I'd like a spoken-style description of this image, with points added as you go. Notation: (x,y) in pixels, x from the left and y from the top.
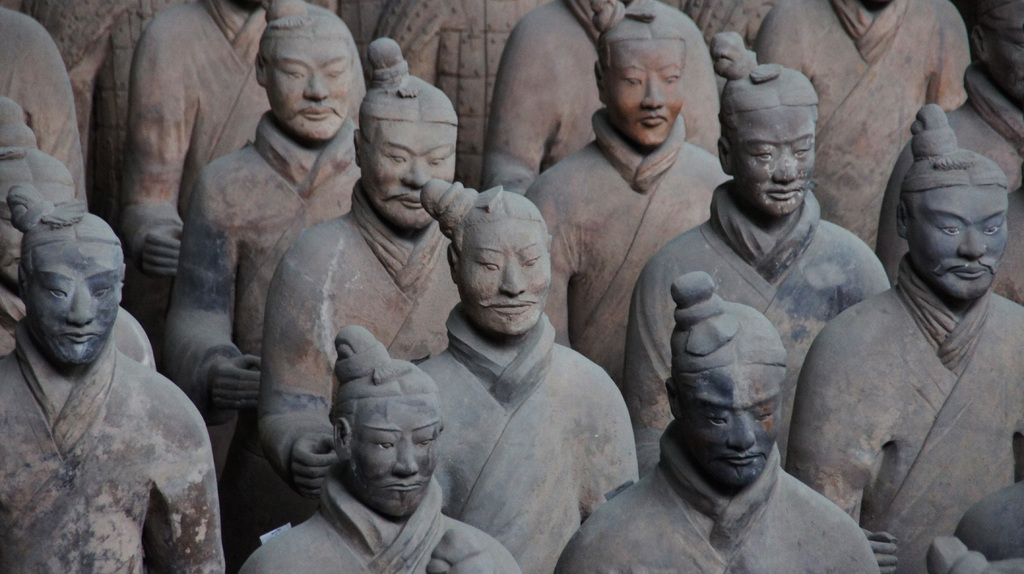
In this image, I can see the sculptures (232,101) of the china warriors (751,467). These sculptures (410,255) are grey in color.
